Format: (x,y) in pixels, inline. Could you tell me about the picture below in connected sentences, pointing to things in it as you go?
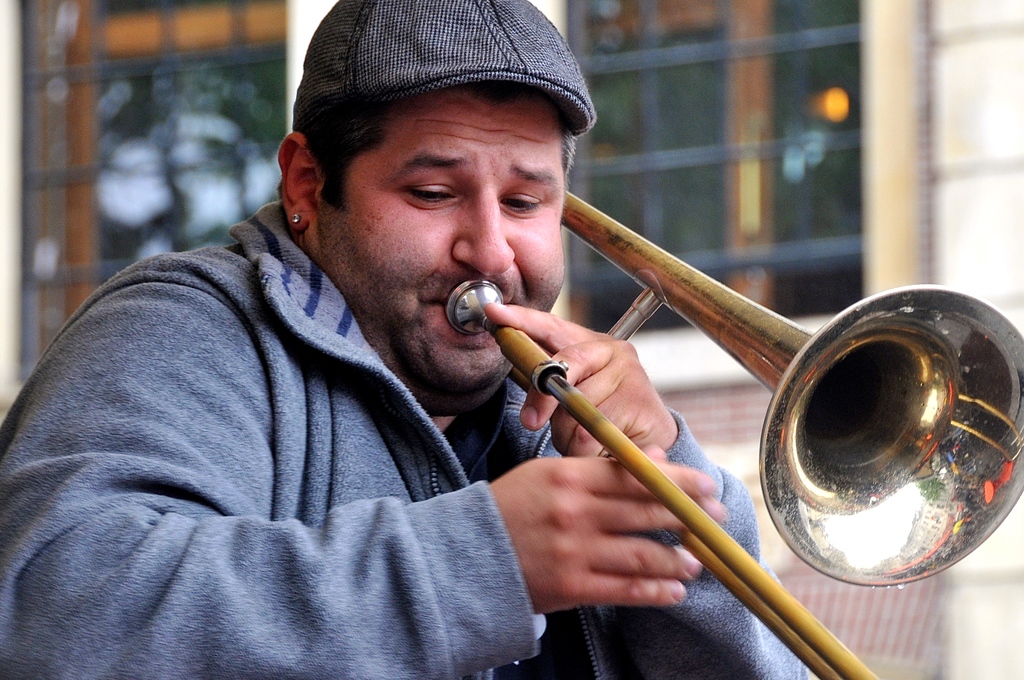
In this image in front (113,592) there is a person (449,441) playing a musical instrument (572,405). Behind him there are glass windows (768,223).
